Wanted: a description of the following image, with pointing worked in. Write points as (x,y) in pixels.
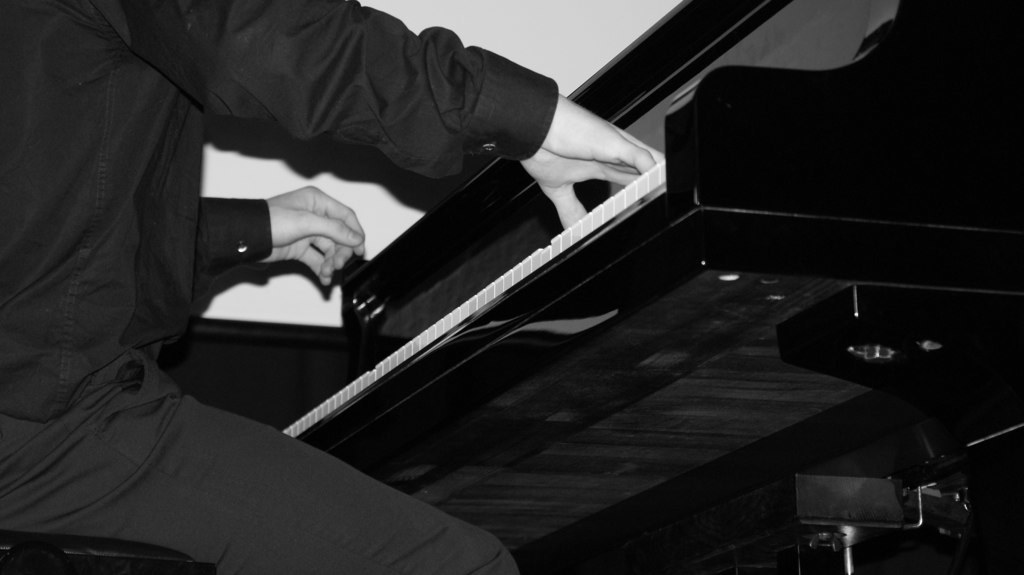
There is a person (170,326) sitting and playing piano (584,438).
